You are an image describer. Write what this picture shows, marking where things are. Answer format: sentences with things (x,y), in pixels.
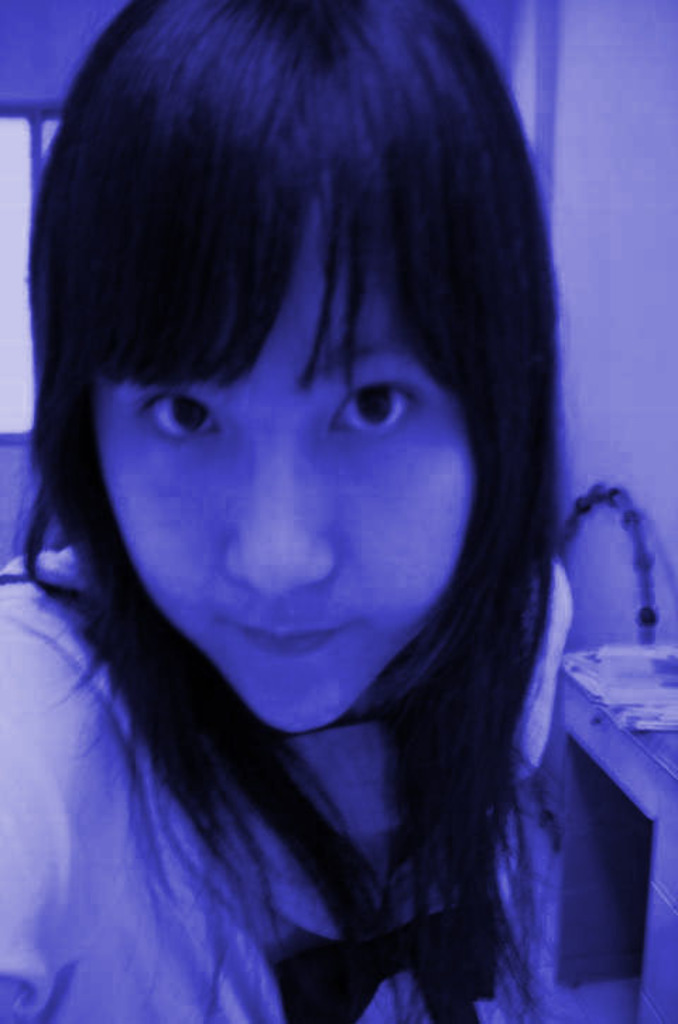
In this picture I can see a woman (236,786) and a table (629,779) on the right side (677,726) and I can see papers (619,702) on it and I can see a ring (650,599) on the right side (617,538) and I can see a window (11,367) on the back (43,126).
